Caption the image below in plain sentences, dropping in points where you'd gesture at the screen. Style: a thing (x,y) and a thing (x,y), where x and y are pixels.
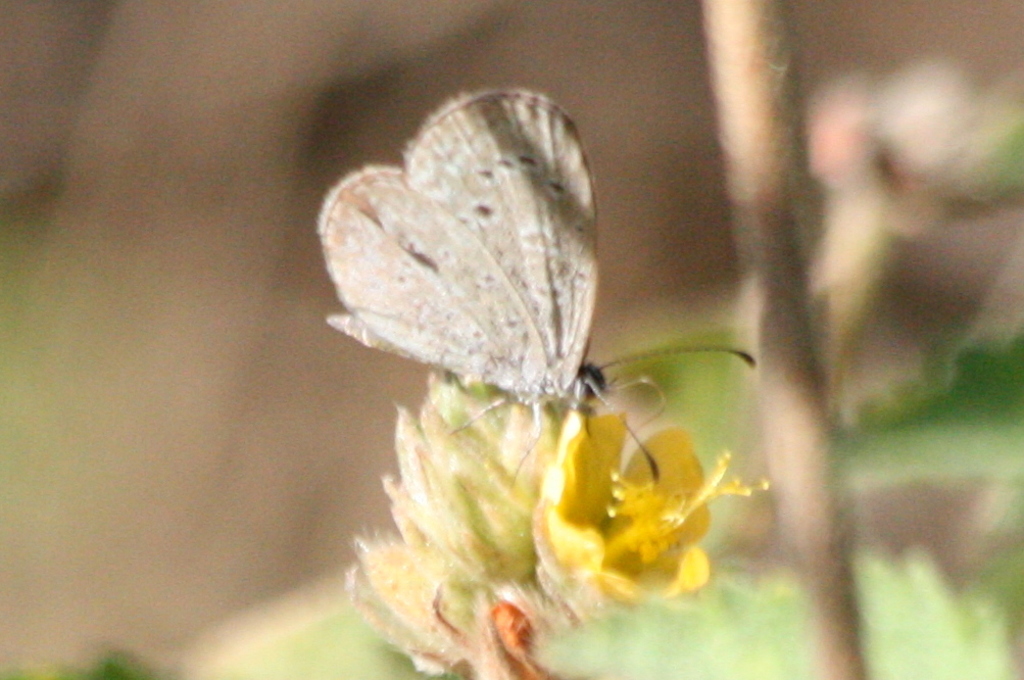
In this picture we can observe a butterfly (486,335) on the yellow color flower (544,539). This butterfly (429,237) in grey color. The background is completely blurred.
